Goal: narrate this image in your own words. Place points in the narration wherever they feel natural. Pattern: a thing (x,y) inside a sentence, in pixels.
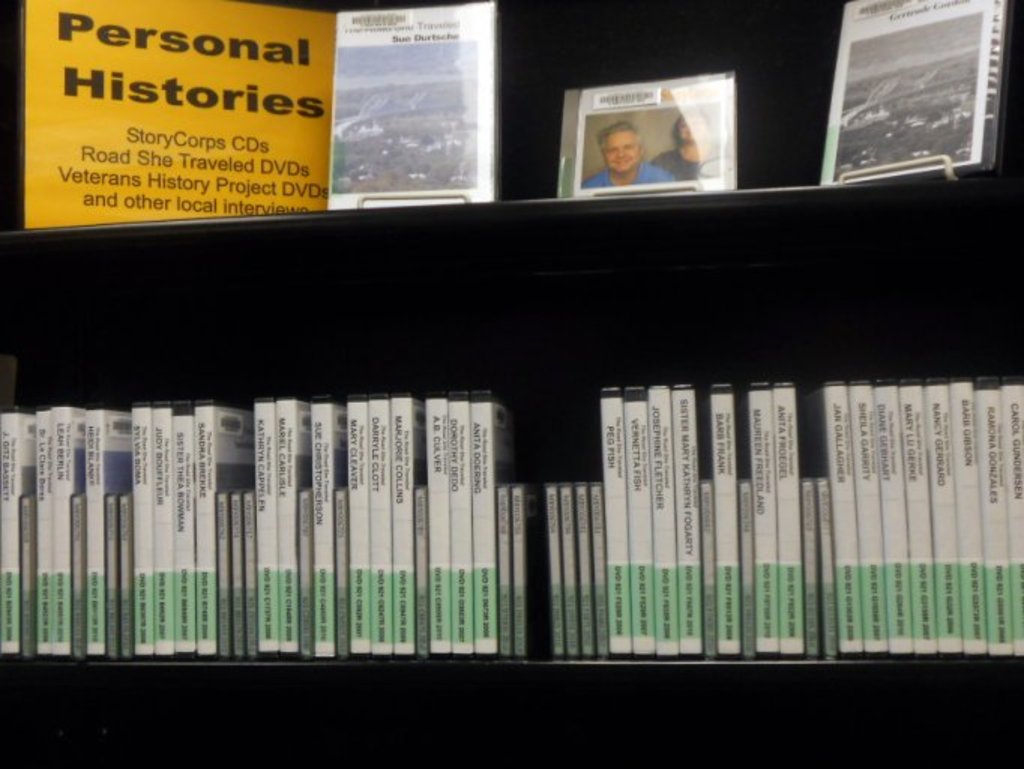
In this image I can see number of green and white colour things (869,541) over here. On these things (517,535) I can see something is written. I can also see a yellow color thing (225,209), a frame (689,153) and few other stuffs (922,92). On these things (252,77) I can see something is written.
